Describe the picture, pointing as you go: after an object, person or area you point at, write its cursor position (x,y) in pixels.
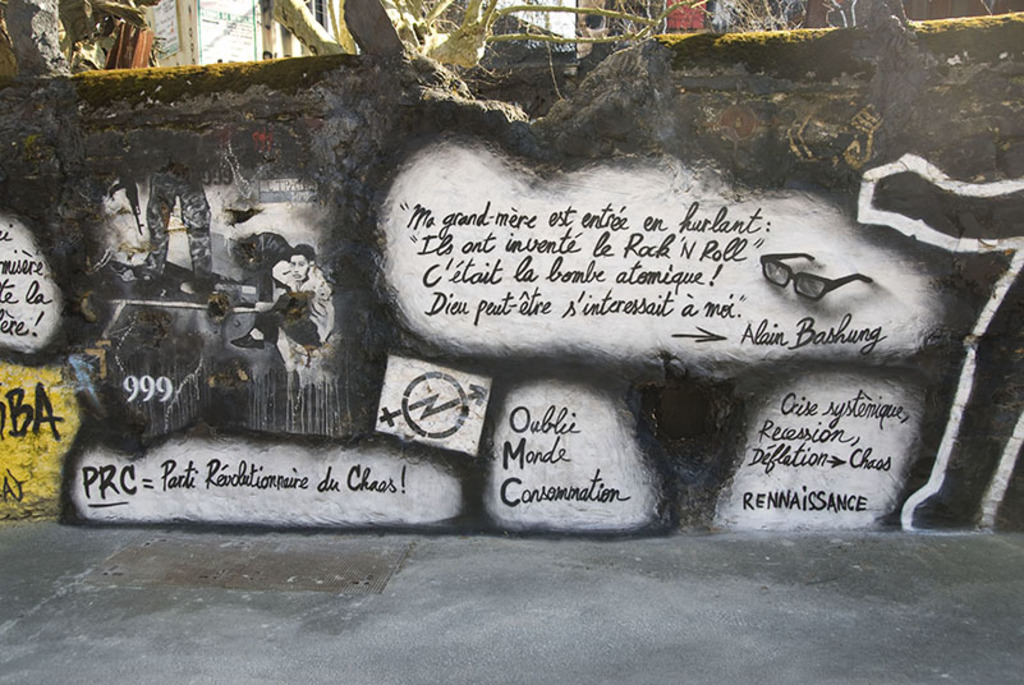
In this image I can see some text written on the wall (293,115). In the background (263,49), I can see the buildings (266,32).
